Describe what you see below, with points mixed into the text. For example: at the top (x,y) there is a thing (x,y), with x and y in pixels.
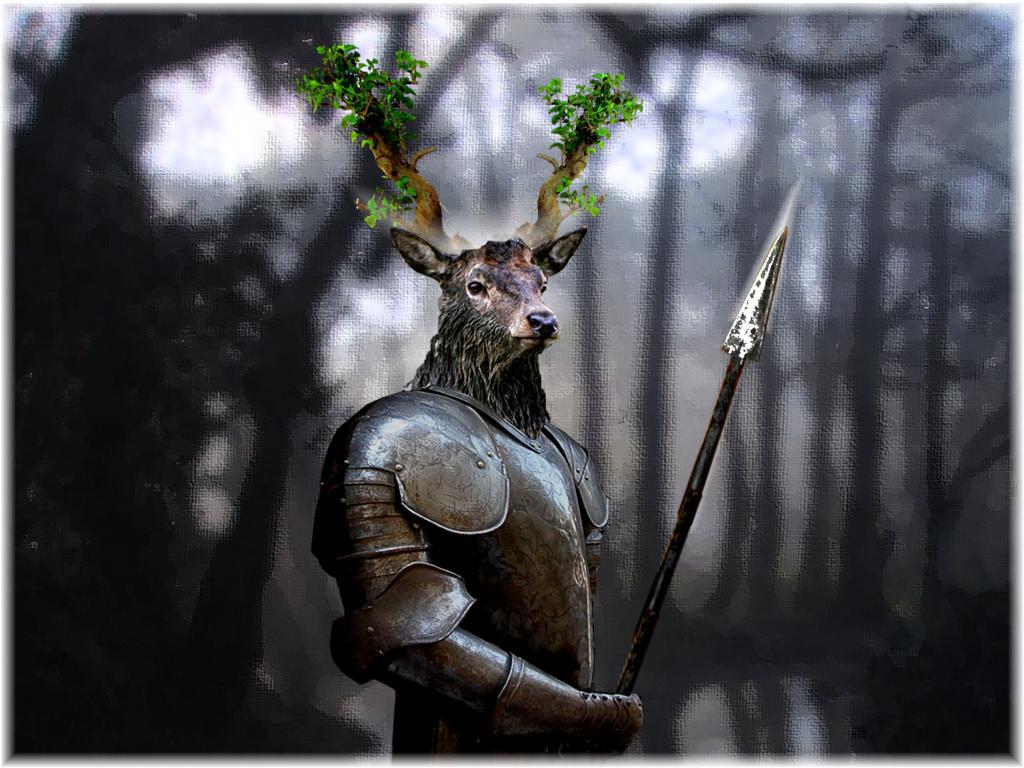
In this picture we can see a statue (575,558) of an animal (563,481), trees (622,106), some objects (783,253) and in the background (807,293) it is blurry.
